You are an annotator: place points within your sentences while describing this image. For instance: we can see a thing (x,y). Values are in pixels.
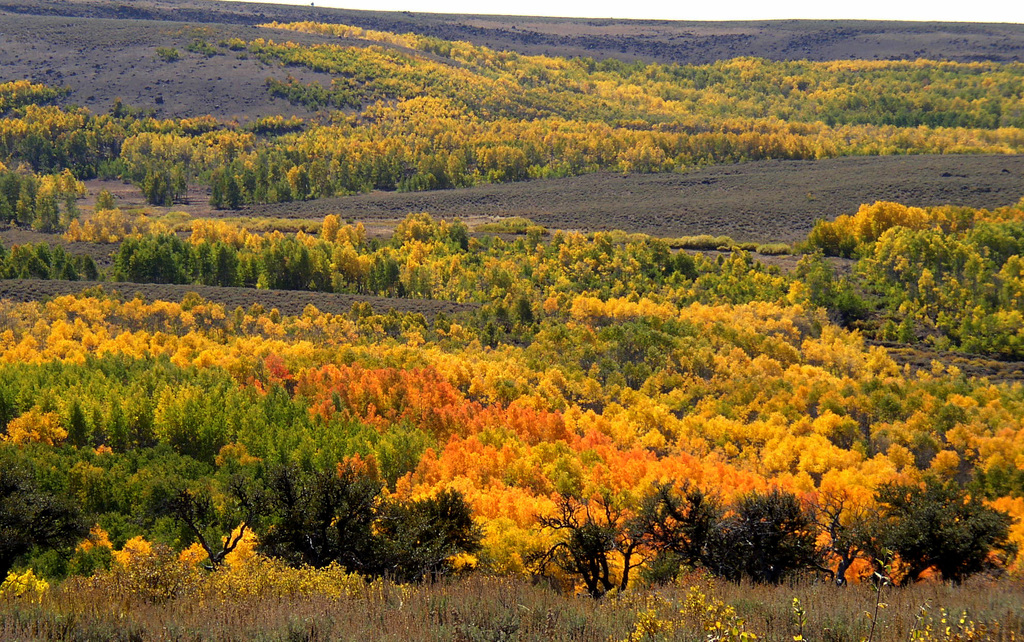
In this image there are trees (474,388). At the bottom (473,621) there is grass (659,630).
